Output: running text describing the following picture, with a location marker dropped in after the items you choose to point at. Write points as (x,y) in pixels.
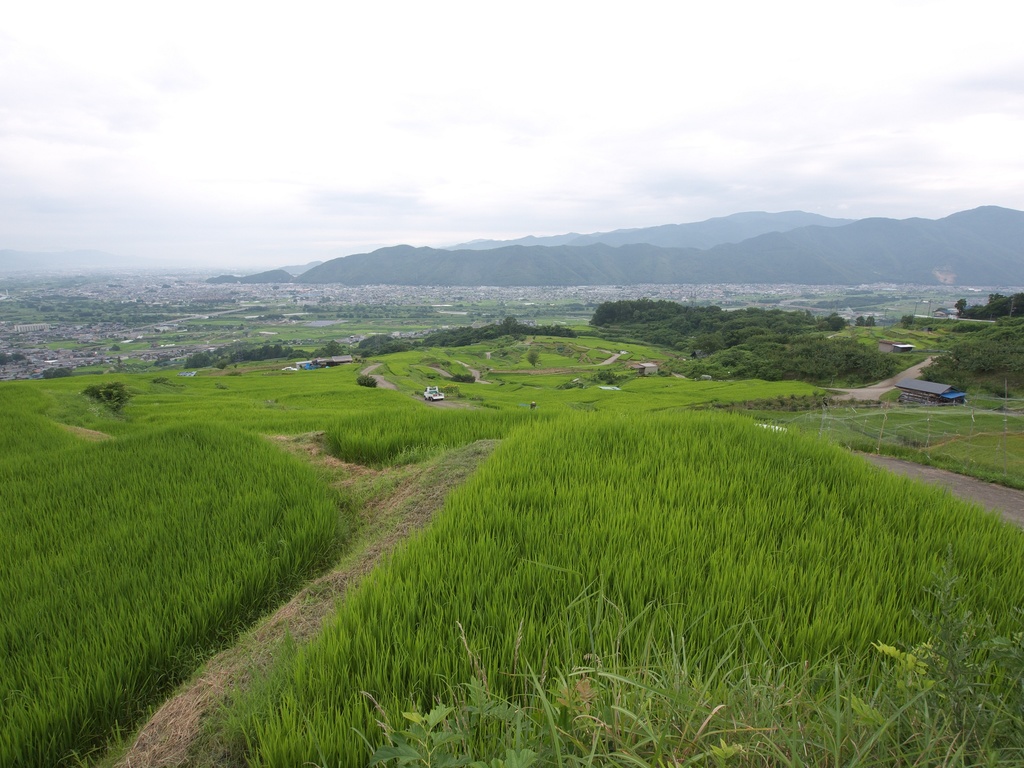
In this picture we can see grass (629,559), few houses (920,398), trees (853,350) and hills (716,283).
